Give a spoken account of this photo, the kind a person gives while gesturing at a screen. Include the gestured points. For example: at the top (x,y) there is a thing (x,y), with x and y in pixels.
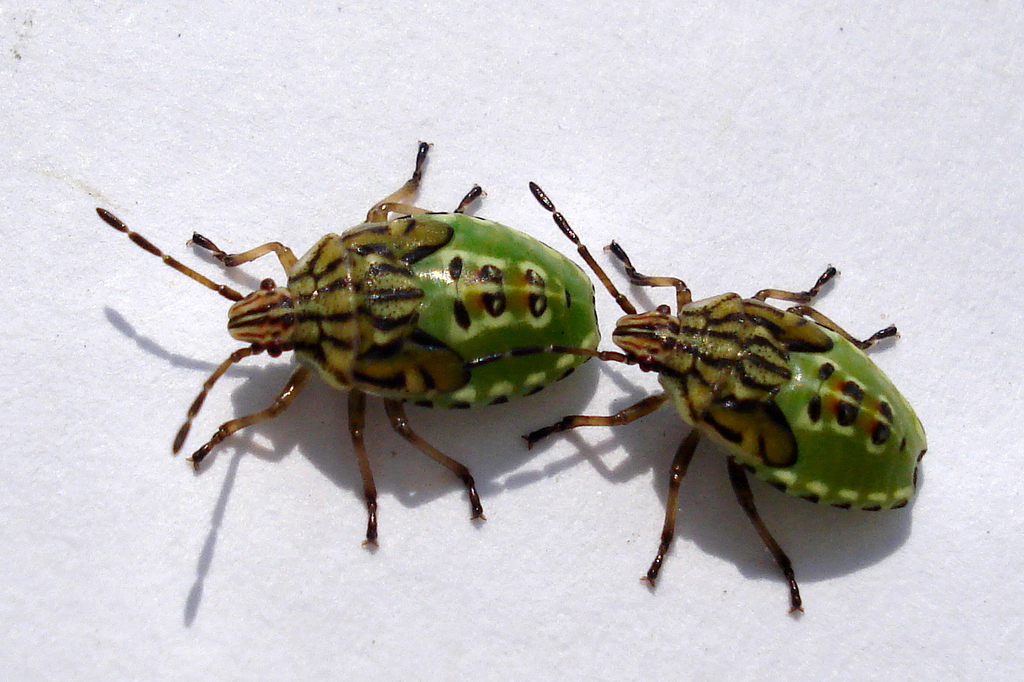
The picture consists of two bugs (233,256) on a white surface (383,108).
